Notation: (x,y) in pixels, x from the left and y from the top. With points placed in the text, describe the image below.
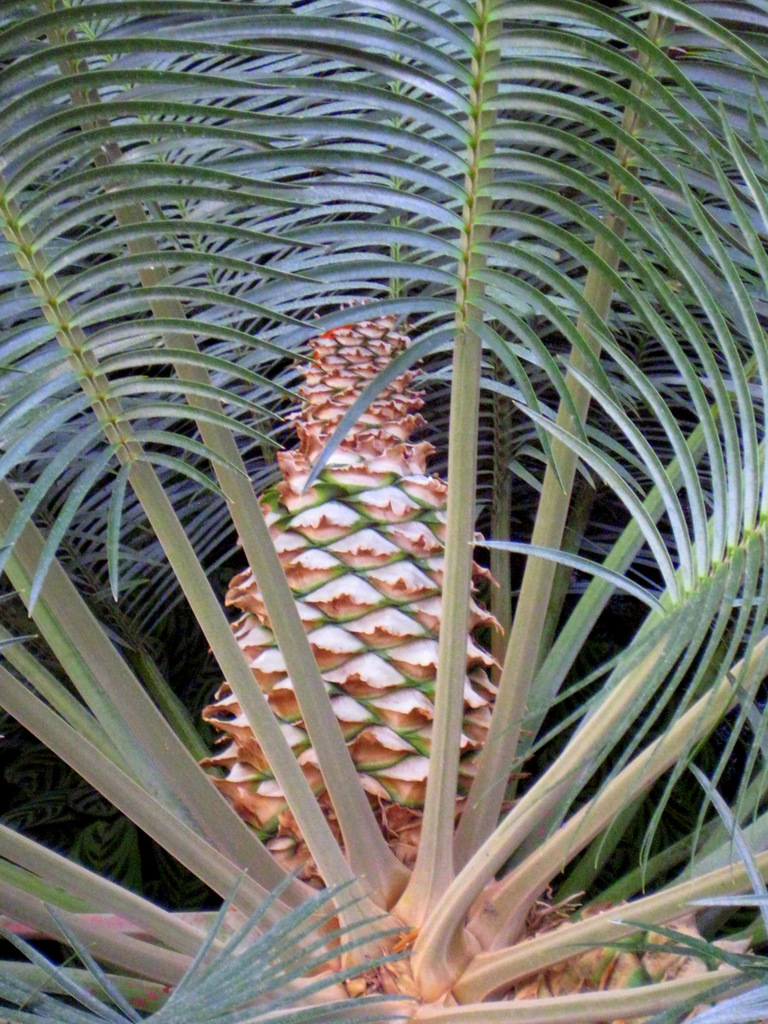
In this picture I can see the plant (426,572).
